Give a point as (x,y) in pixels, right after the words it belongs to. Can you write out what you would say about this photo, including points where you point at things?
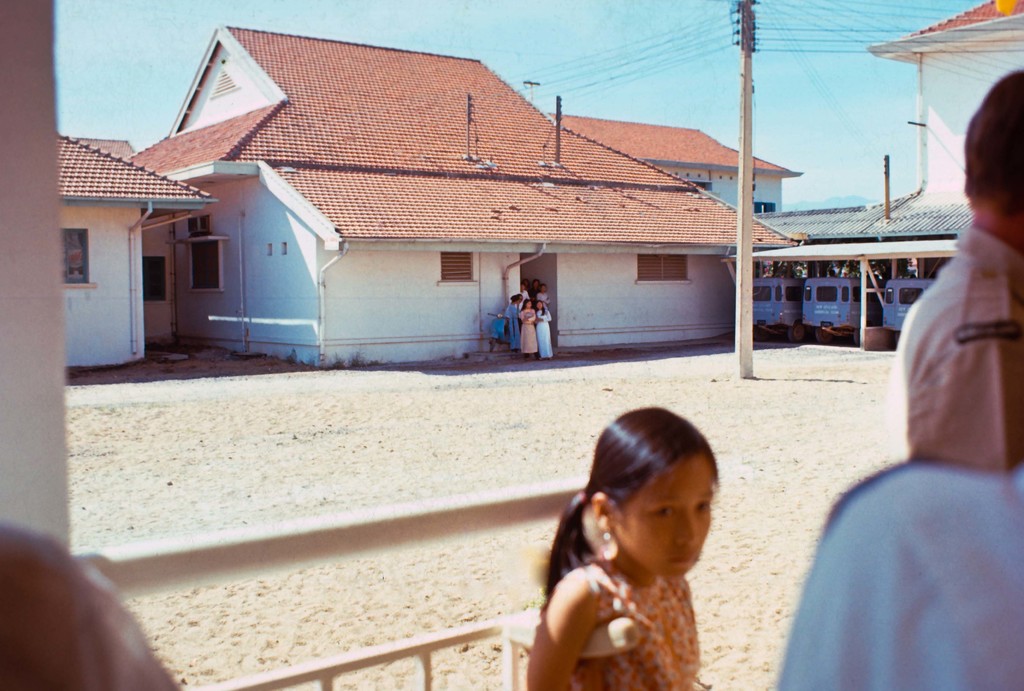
In this image there are two men (954,349) on the right side (993,503), on the left side (71,647) there is a man (43,608), in the middle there is a girl (614,615), in the background (641,197) there are houses (472,206) in that houses (515,285) there are people (535,314), beside the house (719,229) there is a shed (949,221) in that shed (932,249) there are vehicles (834,307) in the middle (679,402) there is a ground (729,397) in that ground (734,374) there is an electrical pole (739,12) and there is a sky (672,70).
